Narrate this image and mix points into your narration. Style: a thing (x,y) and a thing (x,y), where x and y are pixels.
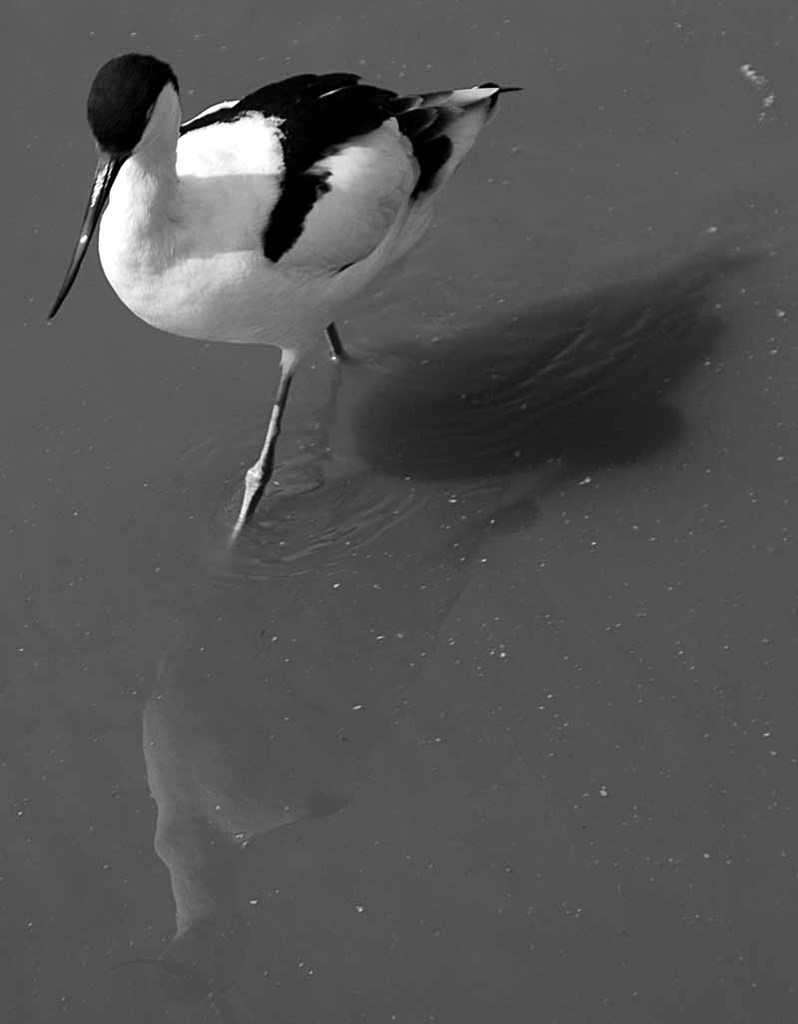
Here in this picture we can see a water bird (214,176) present in the water (308,353).
